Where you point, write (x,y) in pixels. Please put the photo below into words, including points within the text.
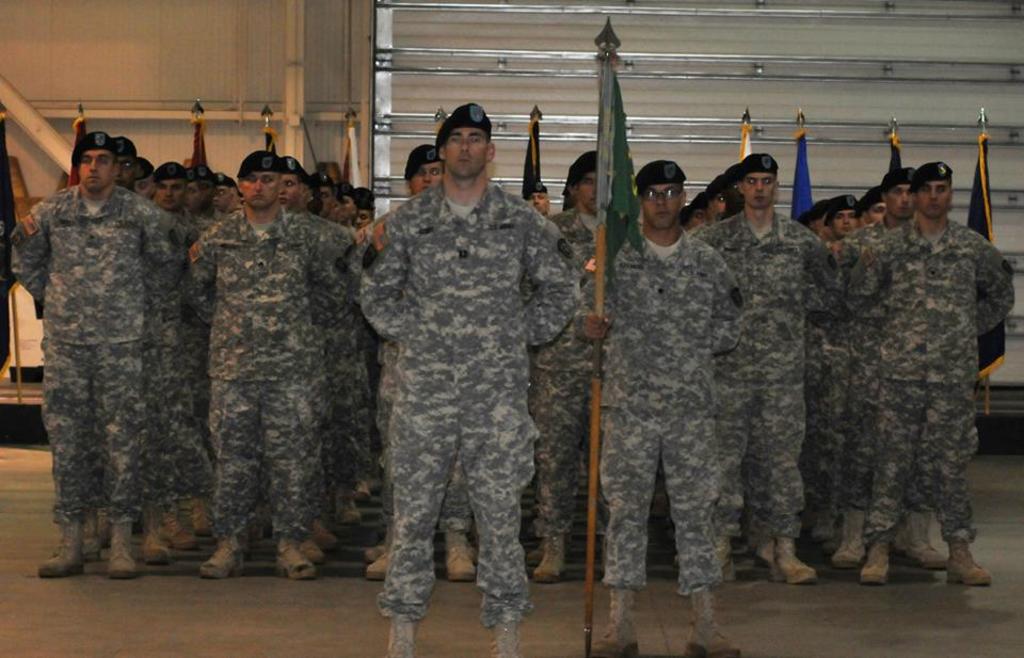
In this image there are people (719,349) standing on a floor (840,618), holding flags (527,183) in their hand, in the background (185,12) there is a wall (185,12).
